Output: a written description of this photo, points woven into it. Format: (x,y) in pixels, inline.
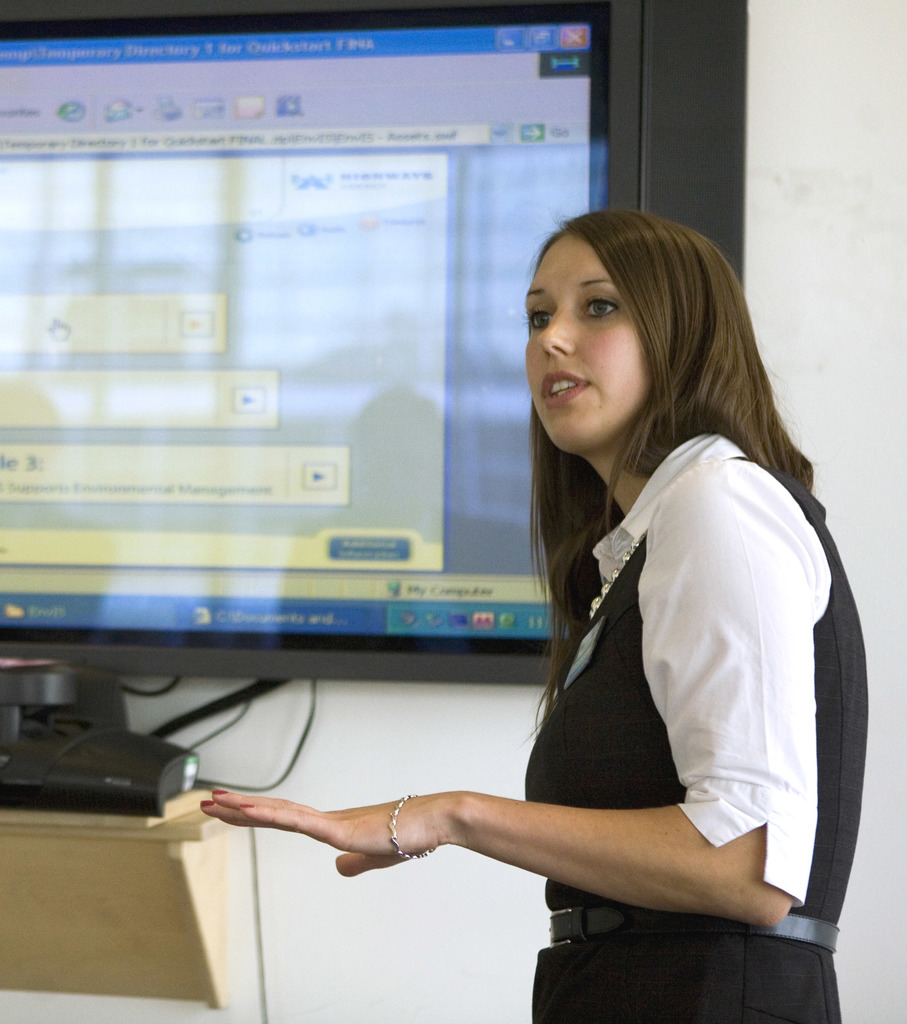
In this picture I can observe woman (649,748) on the right side (643,596). In the background (138,131) I can observe large screen (385,341) and wall (381,713).
